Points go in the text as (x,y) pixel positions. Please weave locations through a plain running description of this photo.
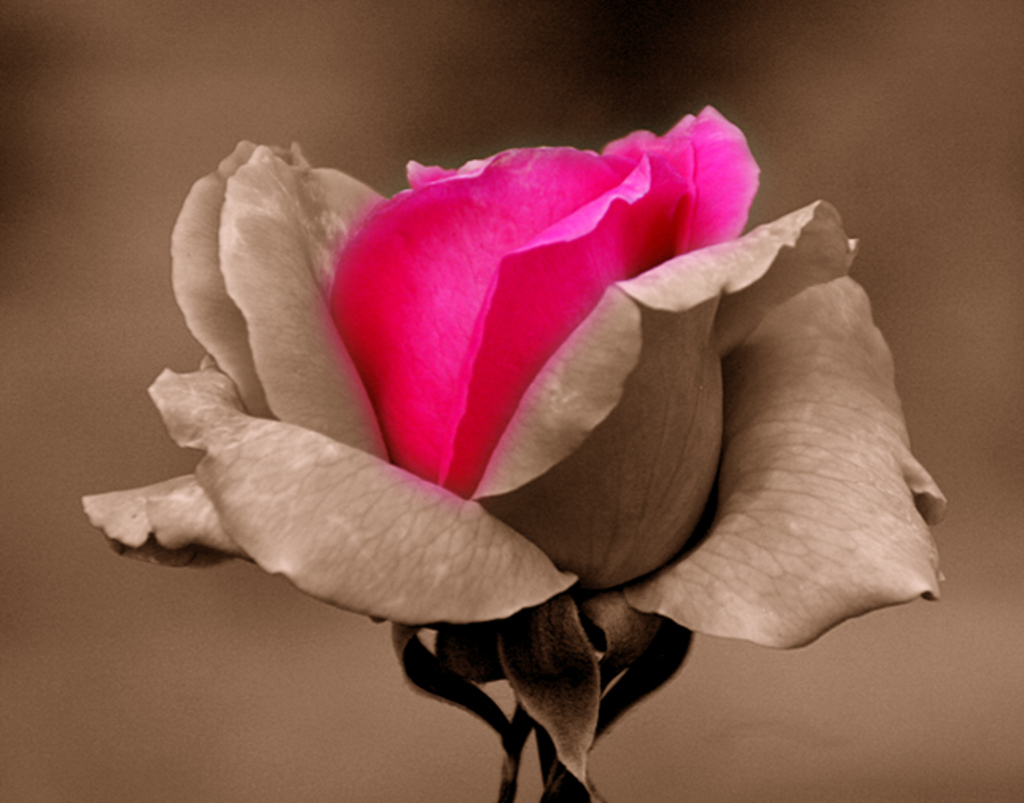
In the picture there is a rose (670,441), it has partially pink petals (480,221). The image is an edited image.
